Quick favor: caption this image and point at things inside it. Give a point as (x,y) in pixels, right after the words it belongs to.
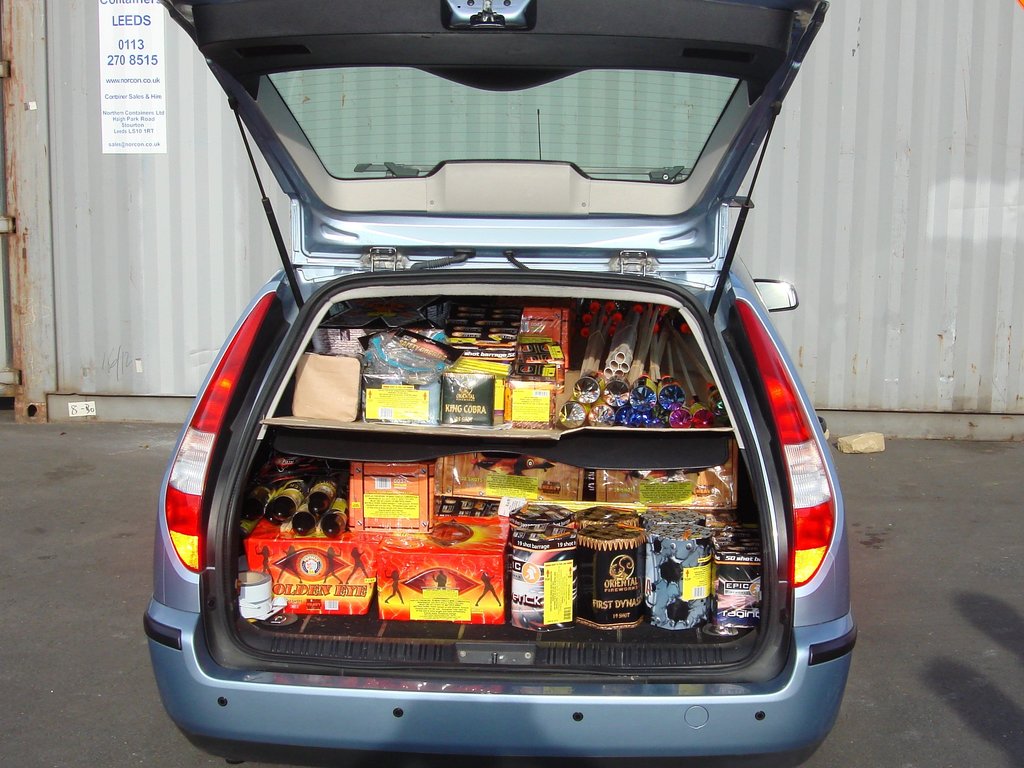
In this picture there is stock (431,572) inside a car boot (688,437) in the center of the image (497,409) and there is a poster (117,87) on a container (78,118) in the top left corner of the image (153,79).
